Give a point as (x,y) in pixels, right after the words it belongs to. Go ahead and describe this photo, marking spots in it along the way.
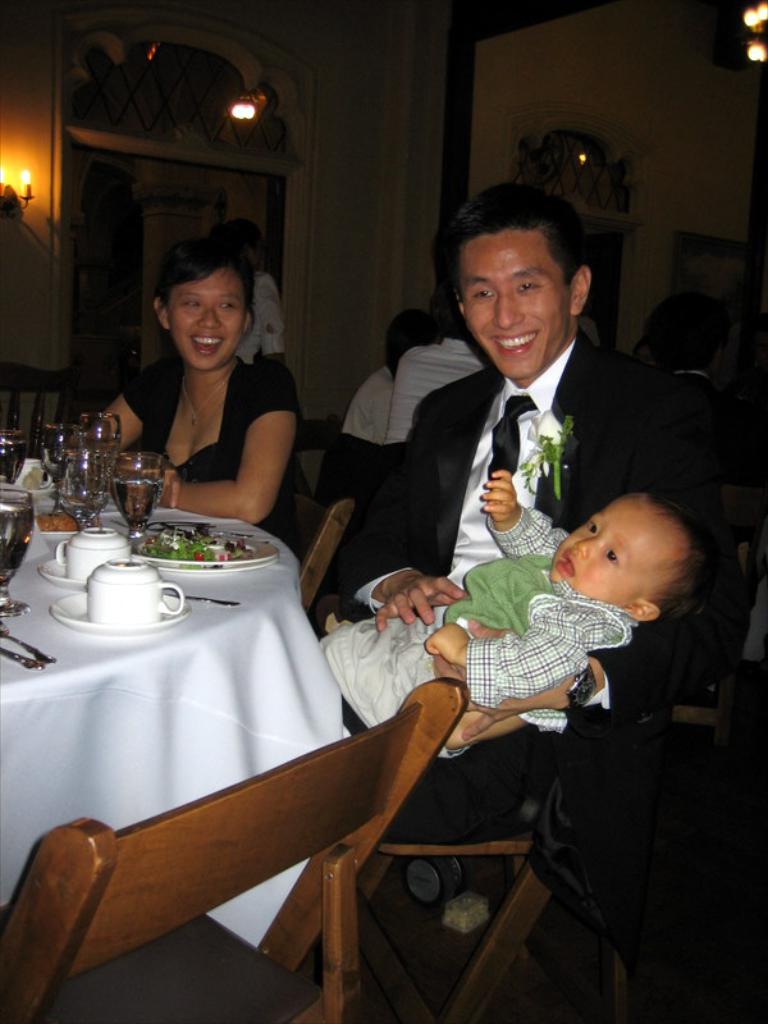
This picture clicked inside a restaurant (685,905). There are few people (281,406) sitting on chairs (340,535) at the tables (269,632). On the table (115,712) there are glasses (105,498), cup (99,530) and saucer (162,616), plates (186,567), food (186,536) and spoons (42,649). The man (449,475) in the center (443,467) is wearing a black suit (403,505) and holding a kid (463,611) in his hand (494,630). In the background (365,259) there is wall (368,182), lamps (12,194) and chandelier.
